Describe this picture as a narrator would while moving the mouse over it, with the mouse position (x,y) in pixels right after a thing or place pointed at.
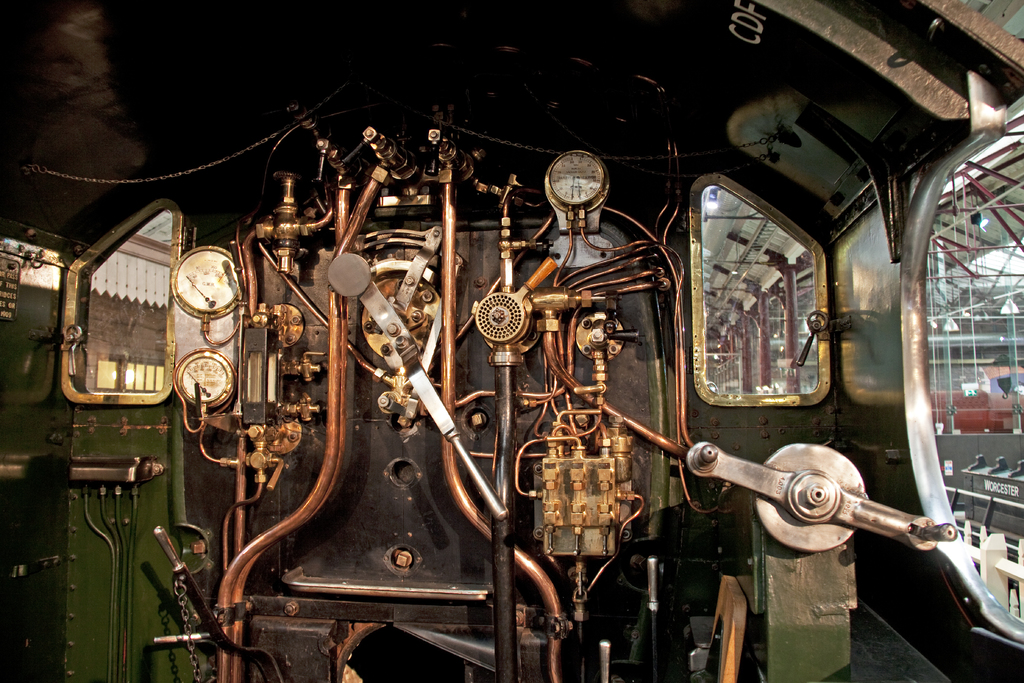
In this picture we can observe a machine (313,424). This is looking like an engine (451,424) of a locomotive (618,465). In the background (749,368) we can observe red color pillars (760,343).
